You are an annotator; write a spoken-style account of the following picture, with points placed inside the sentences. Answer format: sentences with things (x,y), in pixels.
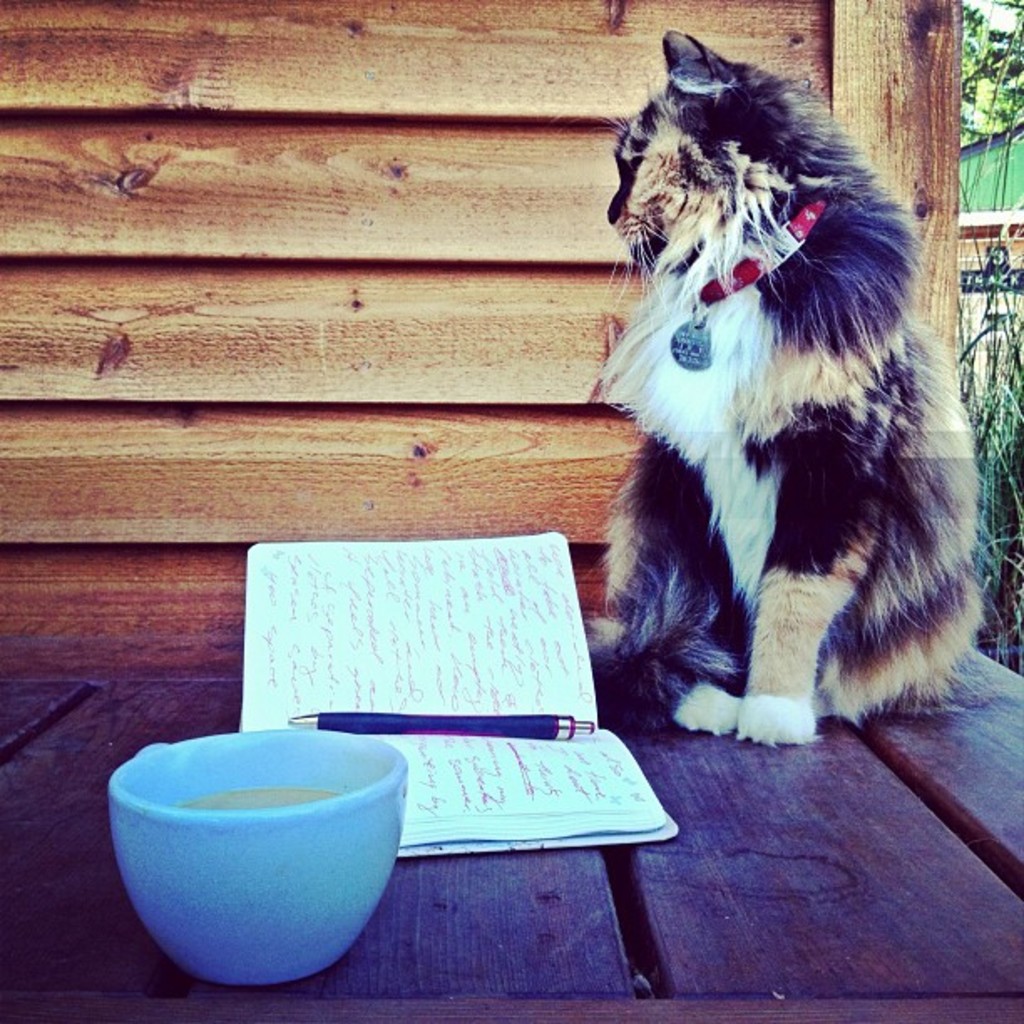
In this picture, we see a cat (737,285) is sitting on the wooden table (811,787). Beside that, we see a book (442,646), pen (497,716) and a blue bowl (297,893) or a cup (294,858) is placed on the wooden table (627,898). In the background (525,256), we see a wooden wall (430,254). On the right side (971,256), we see the trees (991,114) and a building (980,205) in green color.
